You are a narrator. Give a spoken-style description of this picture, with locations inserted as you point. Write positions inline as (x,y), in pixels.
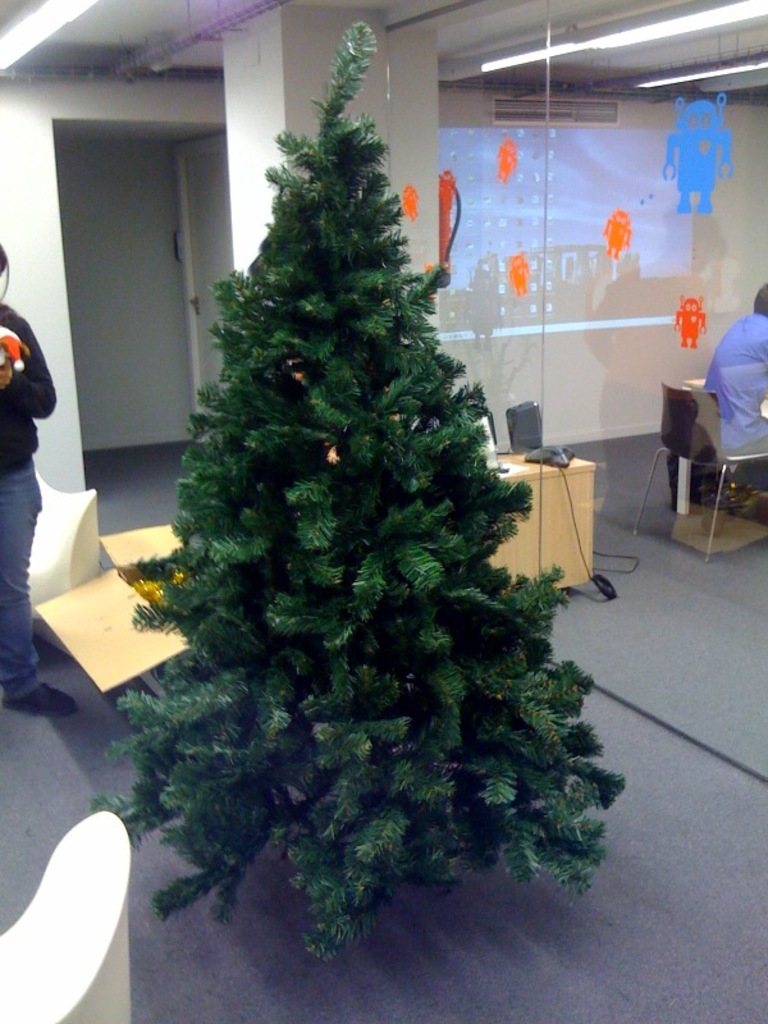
This Christmas tree (259,557) is highlighted in this picture. A screen (475,270) on wall (761,181). This person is sitting on a chair (694,408). On this table (538,485) there are things (513,470). Beside this tree (399,630) there is a cardboard box (120,592). This person (24,535) is standing. Far there is a door (200,281). On top (587,47) there are lights (576,46).
